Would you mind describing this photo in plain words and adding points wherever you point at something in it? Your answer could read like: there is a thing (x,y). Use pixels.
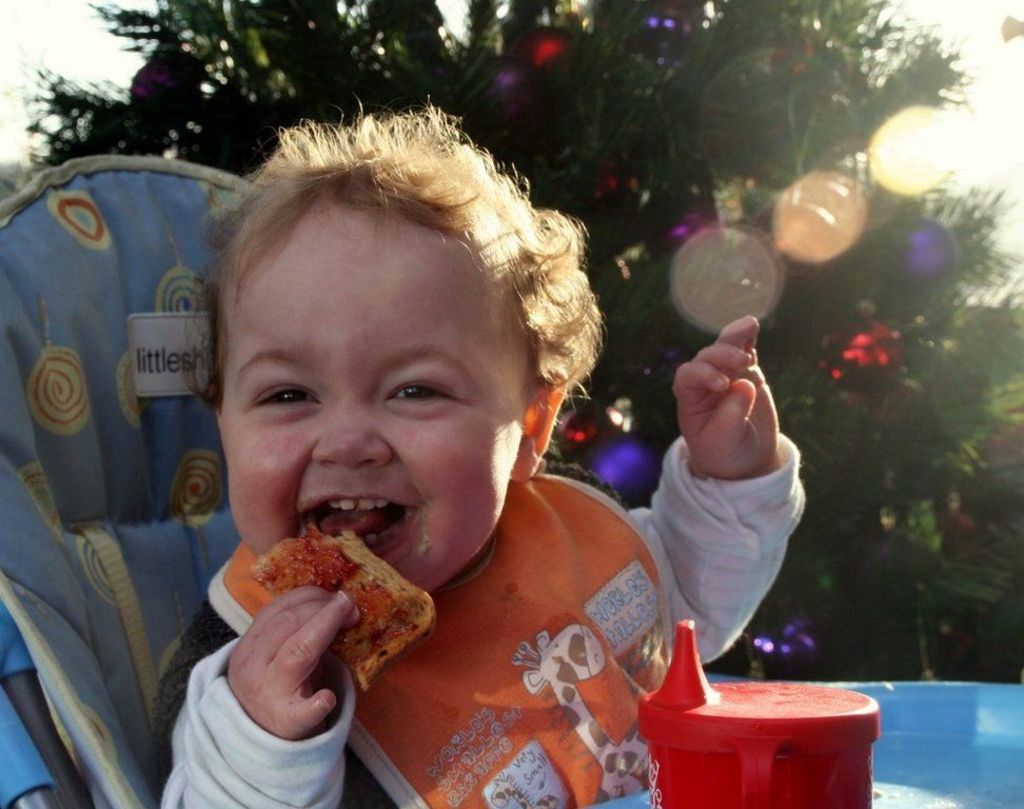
In this image, we can see a baby (496,441) wearing clothes (520,735) and holding a bread (376,588) with his hand (313,621). There is a bottle (770,738) in the bottom right of the image (821,751). In the background of the image (878,371), there is a tree (642,128).
